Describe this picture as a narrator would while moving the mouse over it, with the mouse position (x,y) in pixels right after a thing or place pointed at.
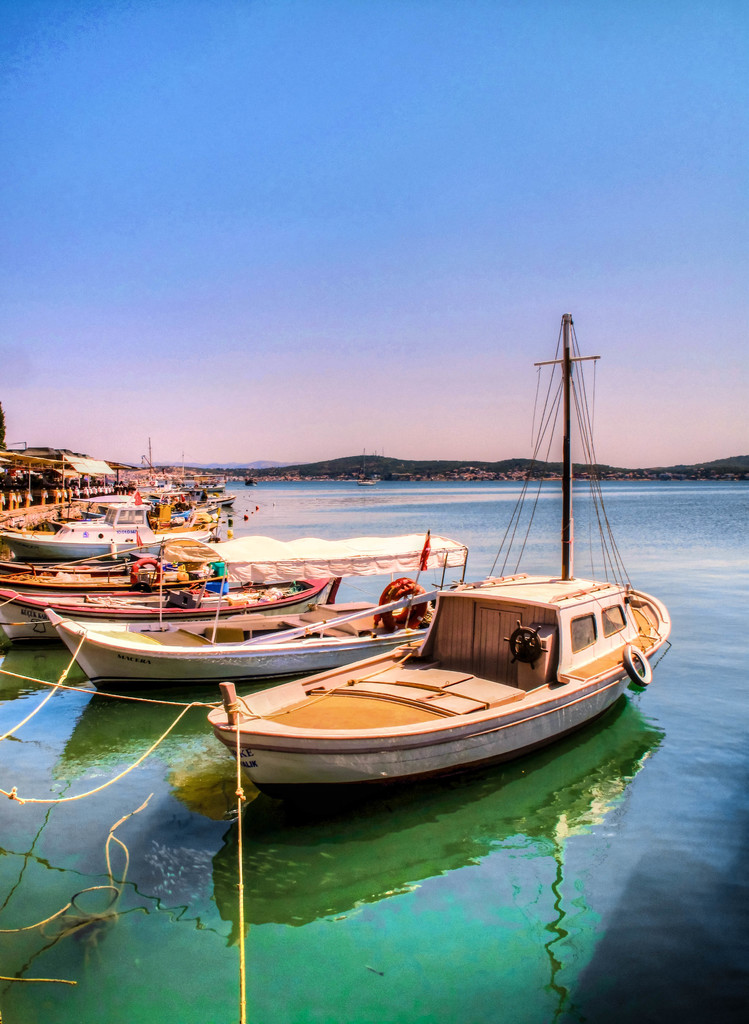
In this image I can see few boats (235,676) in water (507,879) they are in white color, at back (373,468) I can see mountains (382,462) and sky (367,242) is in white and blue color.
